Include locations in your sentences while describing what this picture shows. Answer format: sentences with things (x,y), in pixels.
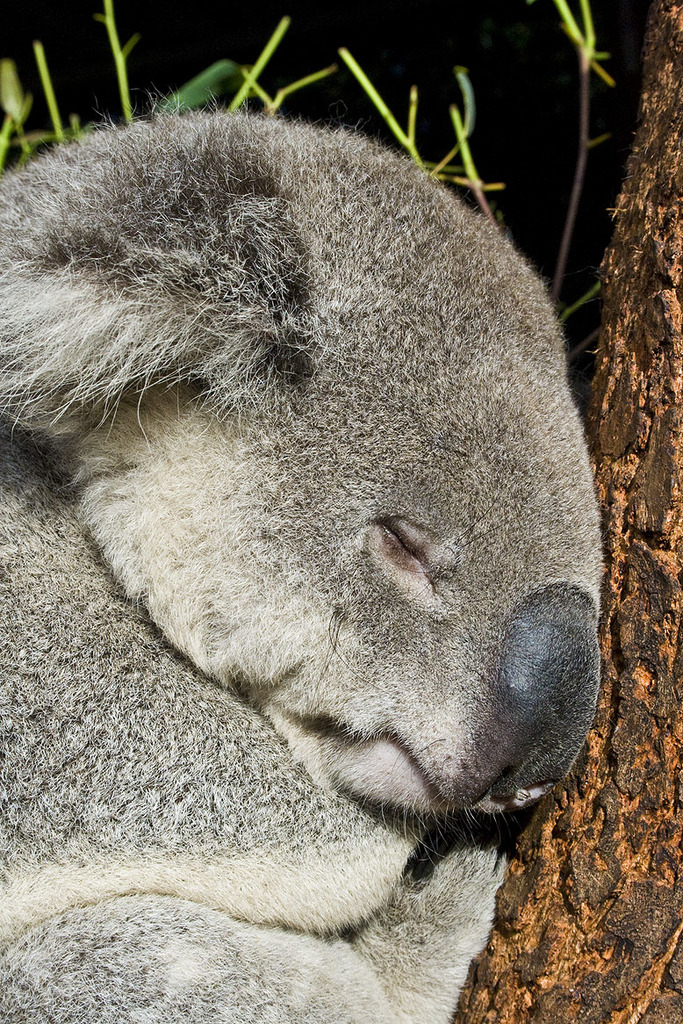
In this image we can see a koala (242,726) near to a wooden trunk (638,493). In the background (254,56) it is dark. And we can see stems (126,87).
